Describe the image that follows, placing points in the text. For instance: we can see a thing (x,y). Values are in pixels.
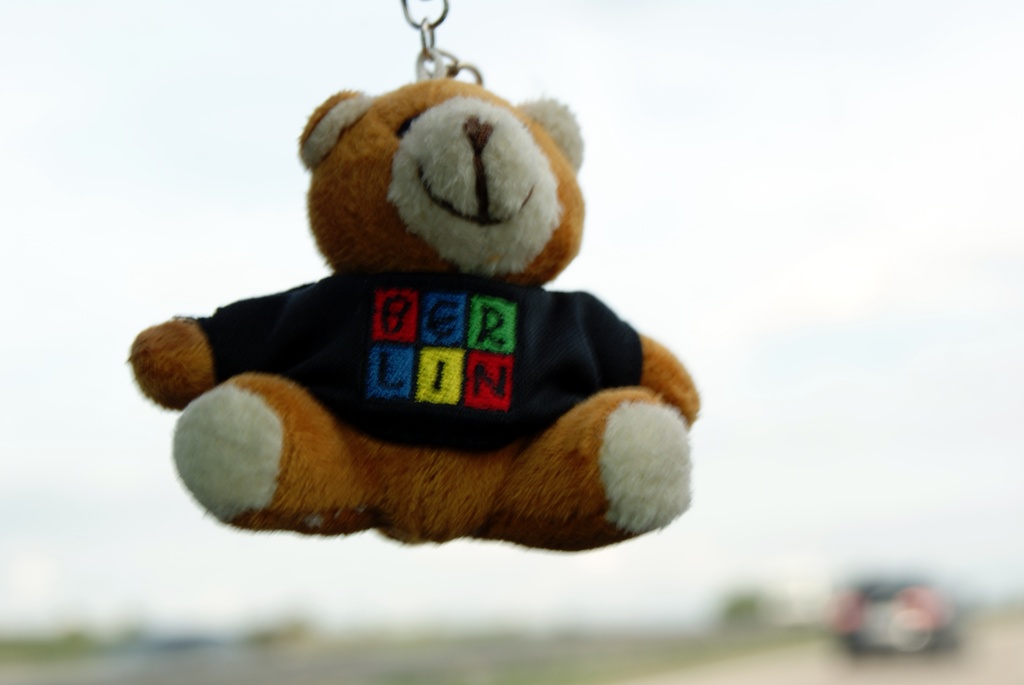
In this picture there is a teddy bear (331,200) and there is text (445,368) on the teddy bear (433,371). At the back (748,588) there is a vehicle (845,602) and there are trees (96,646). At the top (804,139) there is sky (838,191). At the bottom (818,667) it looks like a road (859,667).
